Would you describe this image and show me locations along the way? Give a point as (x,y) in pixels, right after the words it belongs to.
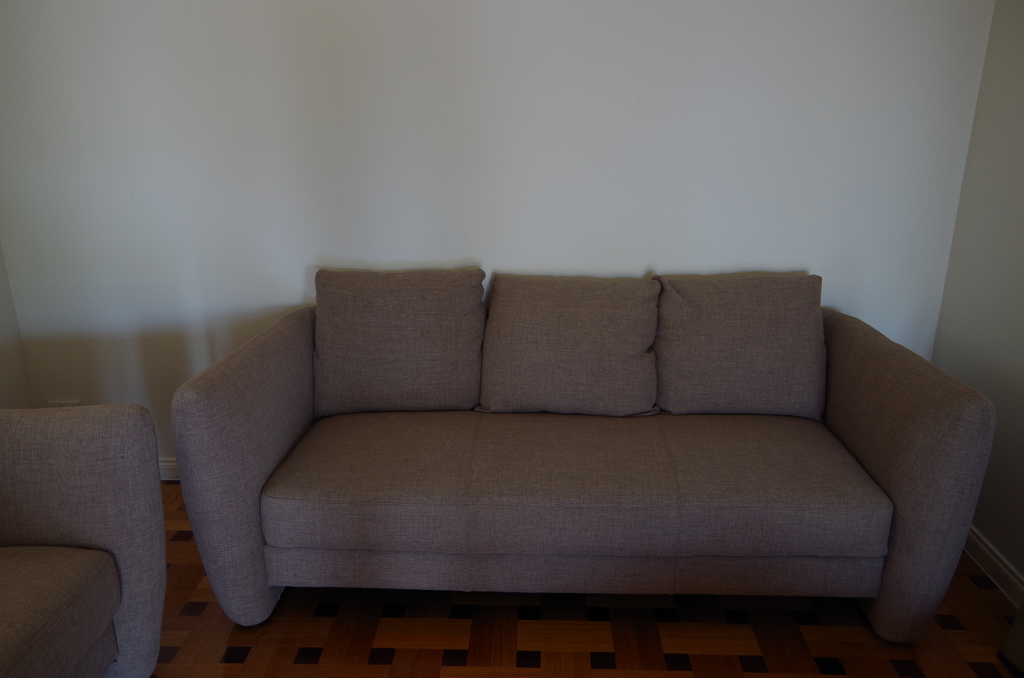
There are brown color pillows (648,342) are arranged in a row on the brown color sofa (721,443) which is on the floor (770,627). In front of this sofa (265,504), there is a brown color chair (54,548). In the background (266,105), there is a white color wall (595,135).
